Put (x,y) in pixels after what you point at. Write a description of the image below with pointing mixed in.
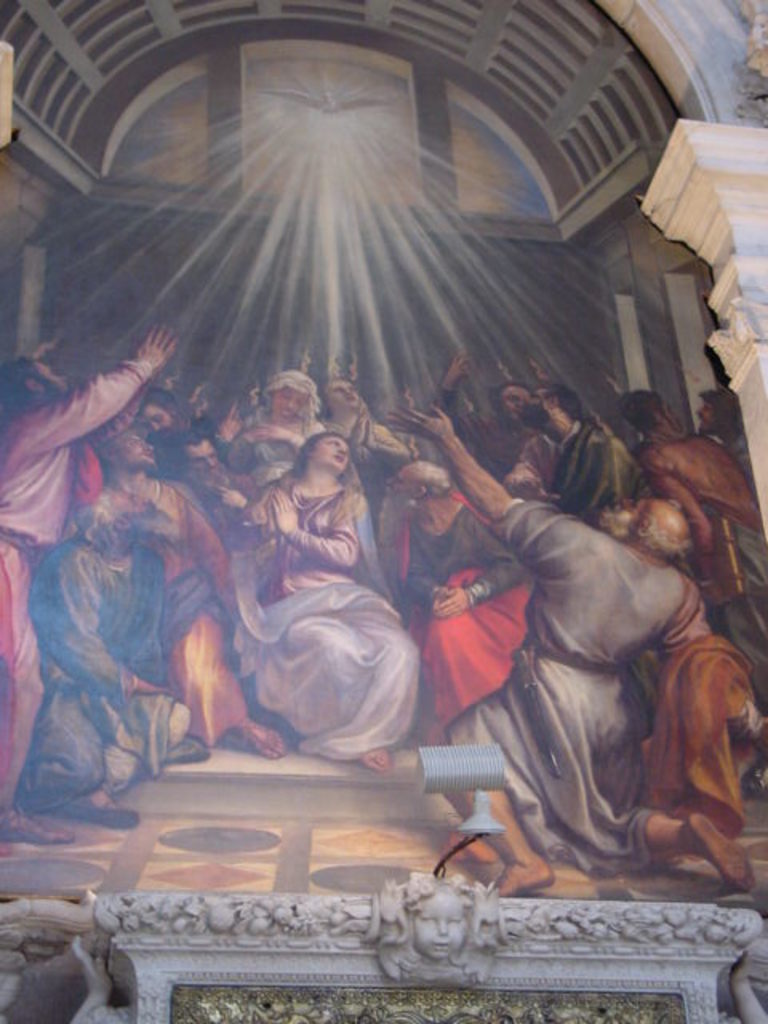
In this picture we can see sculpture (714,939) on an object (516,957). We can see a painting (364,792) of a few people (354,744), a bird (349,107) and other things (333,350). There is an arch (264,1) and a pillar (689,244).
